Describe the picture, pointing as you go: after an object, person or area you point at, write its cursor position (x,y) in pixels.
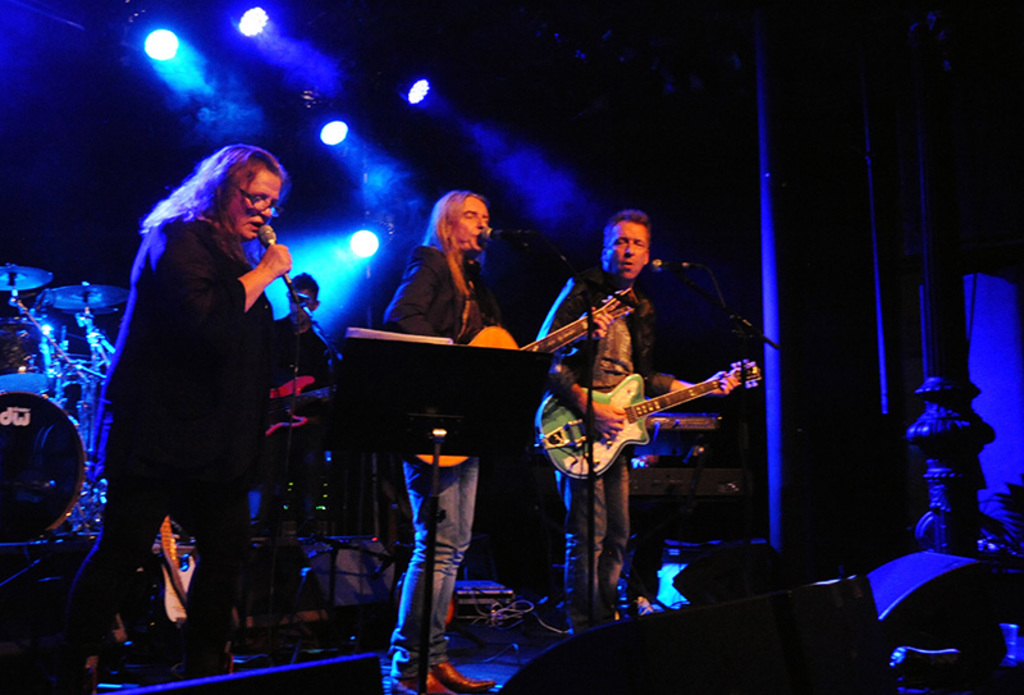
In this image, we can see a band (189,374). There is person (265,273) wearing clothes (203,316) and holding a mic (267,246) with her hand (280,270). There are two persons (634,324) in the middle of the image (632,365) playing guitars (630,310). There are drums (12,326) on the left side of the image (14,330). There are lights (412,86) in the top left of the image (258,24).
